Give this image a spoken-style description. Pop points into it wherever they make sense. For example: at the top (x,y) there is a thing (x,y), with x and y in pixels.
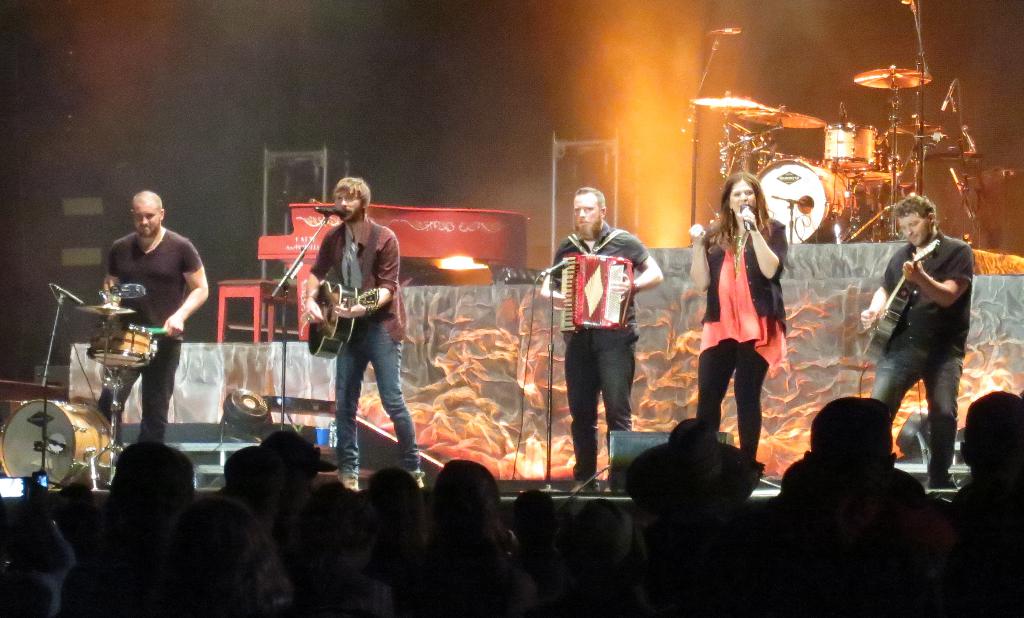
There are group of people (167,268) playing music and two among them is singing in front of a mic (741,216), In background (838,151) there are drums (850,167) and there are audience (347,512) in front of them.
